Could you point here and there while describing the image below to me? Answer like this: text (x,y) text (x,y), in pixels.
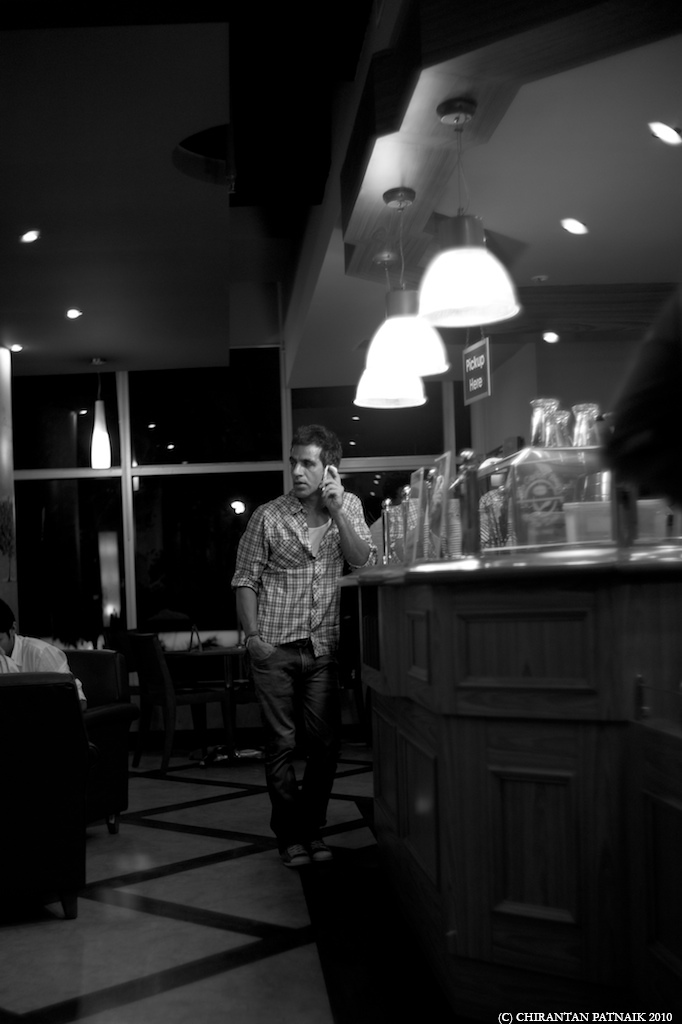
In the center of the image (306,615) we can see a man (321,552) standing. On the right (604,545) there is a table (432,680) and we can see glasses (556,442) and bottles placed on the table (503,575). On the left (81,827) there are chairs (139,716) and we can see a man (56,666) sitting on the chair (87,744). At the top (452,298) there are lights (400,372).
